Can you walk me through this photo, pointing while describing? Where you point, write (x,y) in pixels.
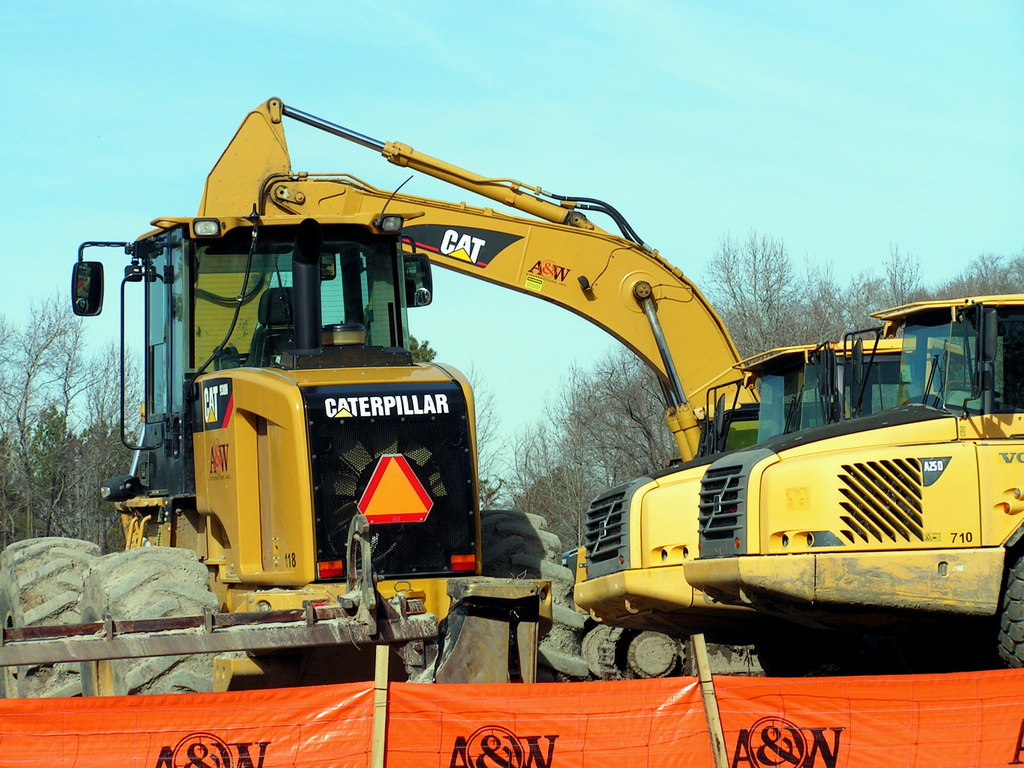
In this picture there is an excavator (304,578). On the background (27,403) there are many trees (628,423). And this is the sky (632,131).
